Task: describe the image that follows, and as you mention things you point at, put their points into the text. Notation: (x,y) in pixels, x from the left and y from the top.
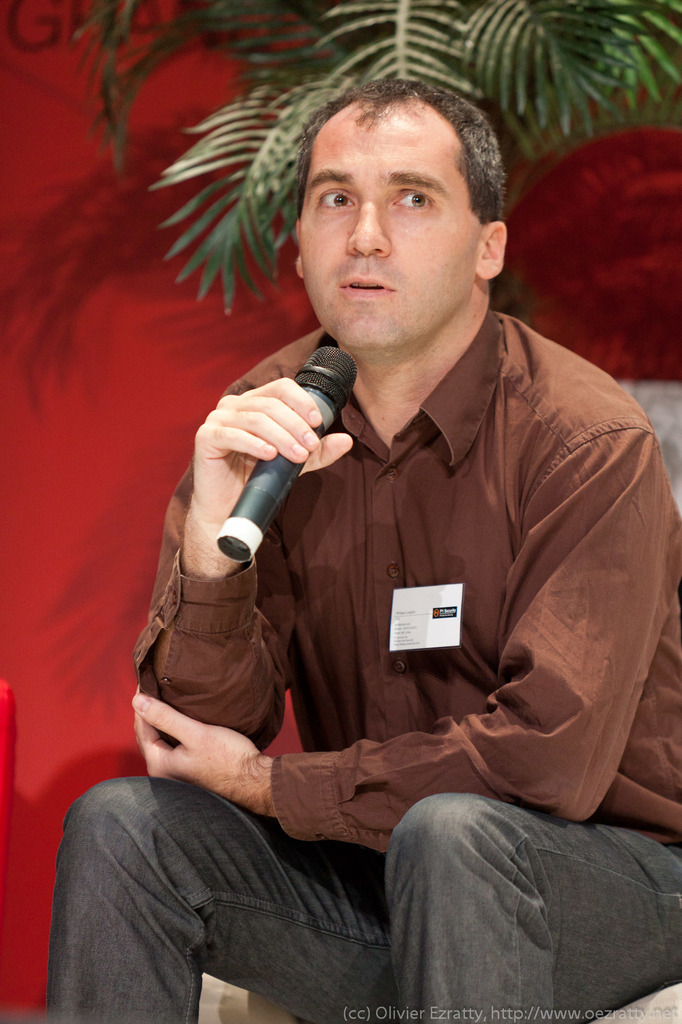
In this image I see a man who is sitting and holding the mic (315,375). In the background (227,377) I see a plant (610,82) and red colored wall (37,945).
